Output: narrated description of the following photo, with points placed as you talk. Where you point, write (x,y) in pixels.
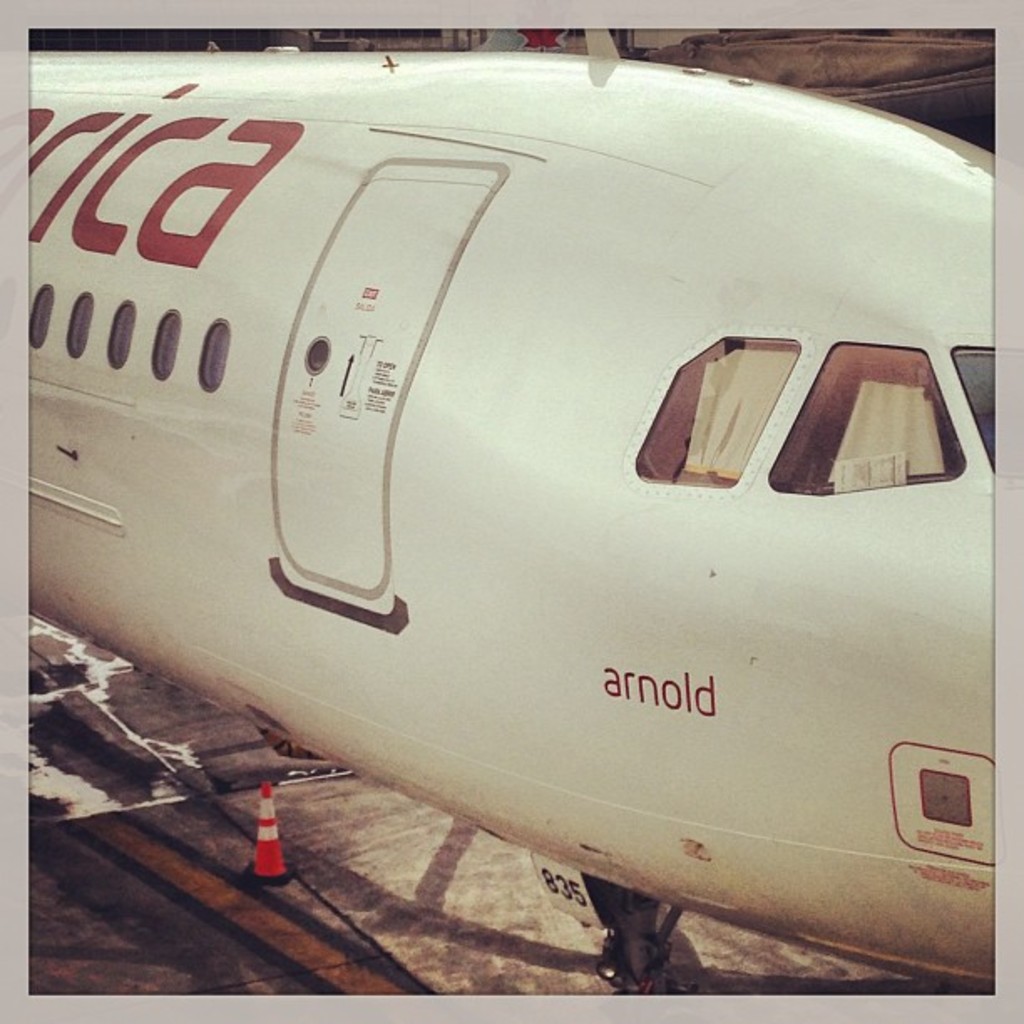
In this picture, we see an airplane (485,413) in white color is on the runway (565,941). We see some text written on the airplane (196,308). At the bottom of the picture (275,806), we see a traffic stopper (268,877). This picture might be a photo frame (13,934).
